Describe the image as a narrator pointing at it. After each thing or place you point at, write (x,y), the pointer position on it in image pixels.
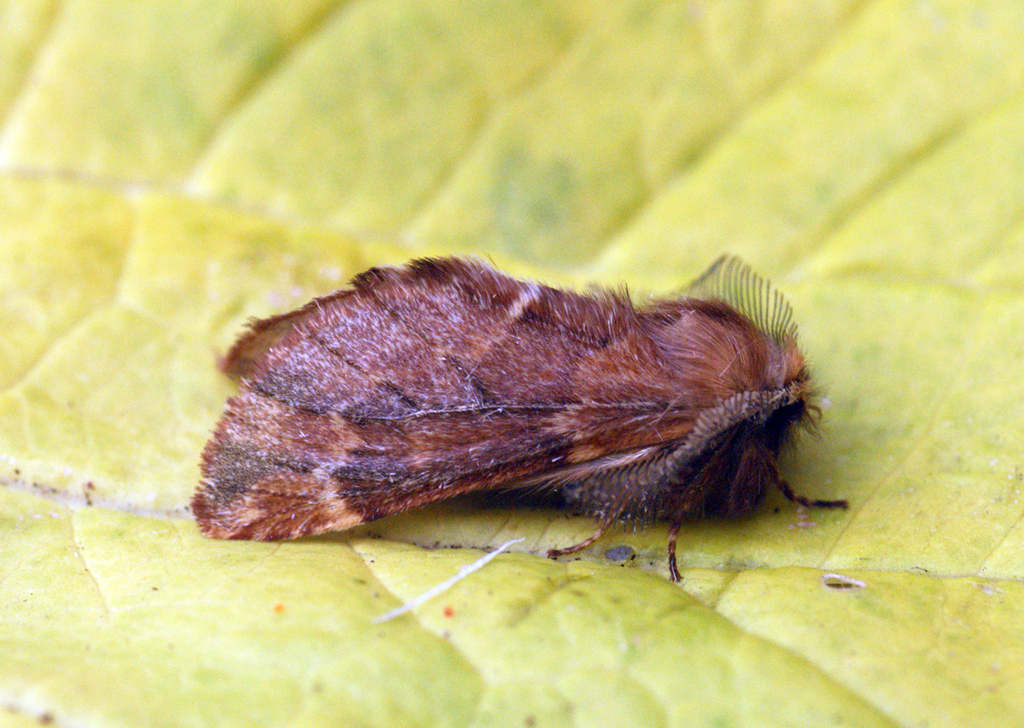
In this image in the center (534,441) there is an insect (398,476), and at the bottom (847,626) there is a leaf (641,280).
